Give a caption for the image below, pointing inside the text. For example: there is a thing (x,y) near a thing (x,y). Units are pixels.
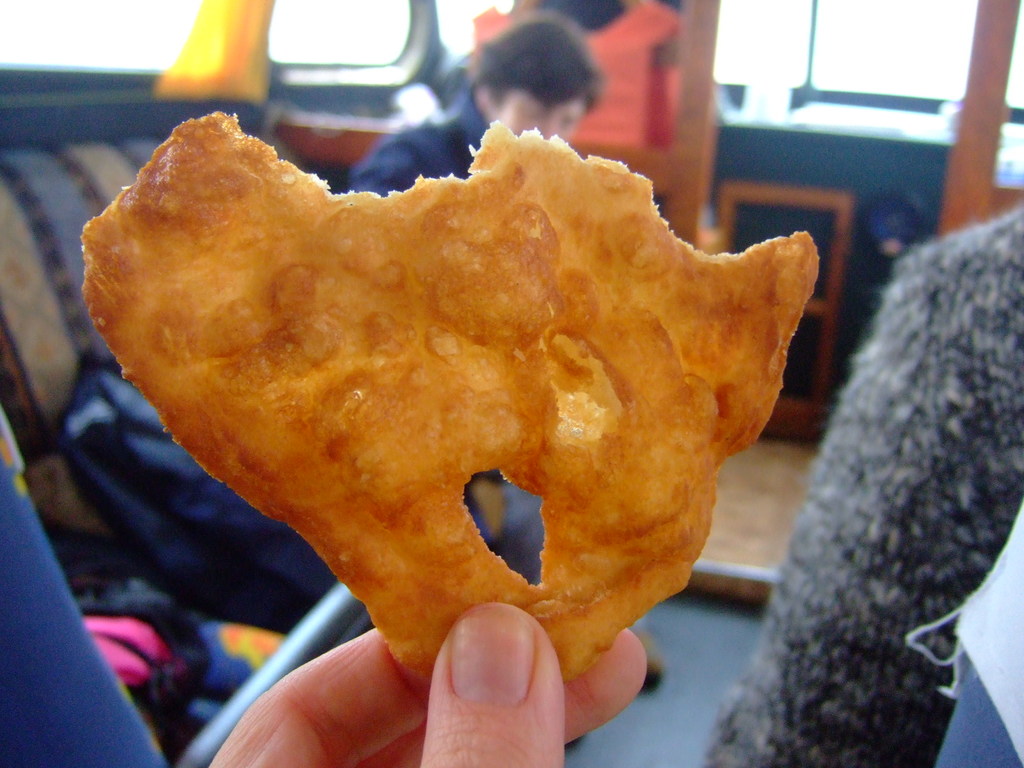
In the picture there is a person (470,675) holding the food item (405,423) with the fingers (454,671), beside we can see a person (569,107), the image is slightly blurred.
